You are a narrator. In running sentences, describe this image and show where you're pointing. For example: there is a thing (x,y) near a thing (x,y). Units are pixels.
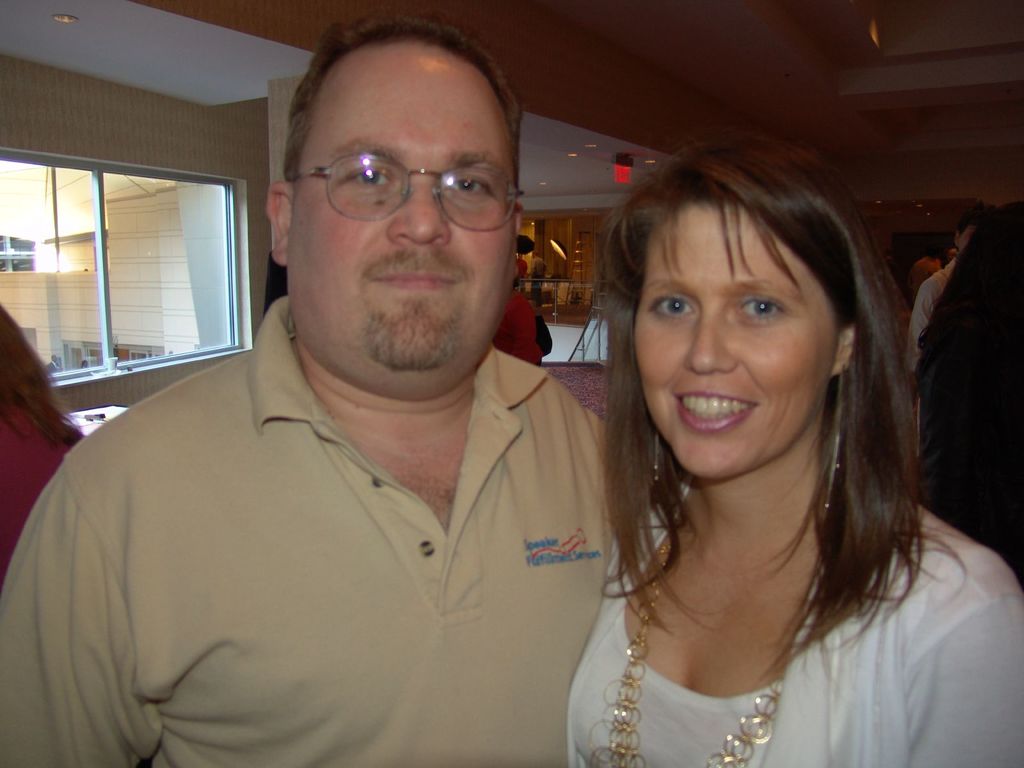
In this image I can see group of people (842,440) standing. In front (1010,640) the person (752,723) is wearing white color dress (750,712) and the person (559,646) at left (254,571) is wearing cream color shirt (280,537). Background (38,217) I can see the glass window (162,251) and I can also see few lights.
